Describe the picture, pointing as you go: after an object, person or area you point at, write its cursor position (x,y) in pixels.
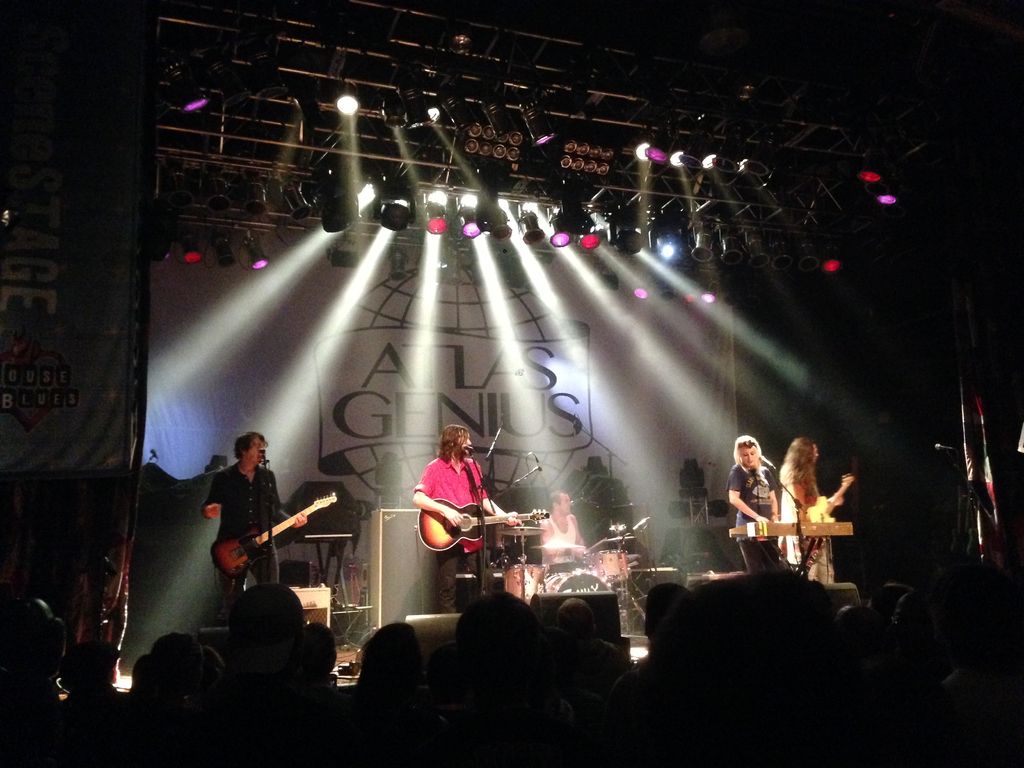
In this image we can see group of persons (774,508) who are playing musical instruments (496,524) on the stage (509,529) and at the bottom of the image (755,695) there are spectators (739,702) and at the top of the image (540,226) there are lights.
